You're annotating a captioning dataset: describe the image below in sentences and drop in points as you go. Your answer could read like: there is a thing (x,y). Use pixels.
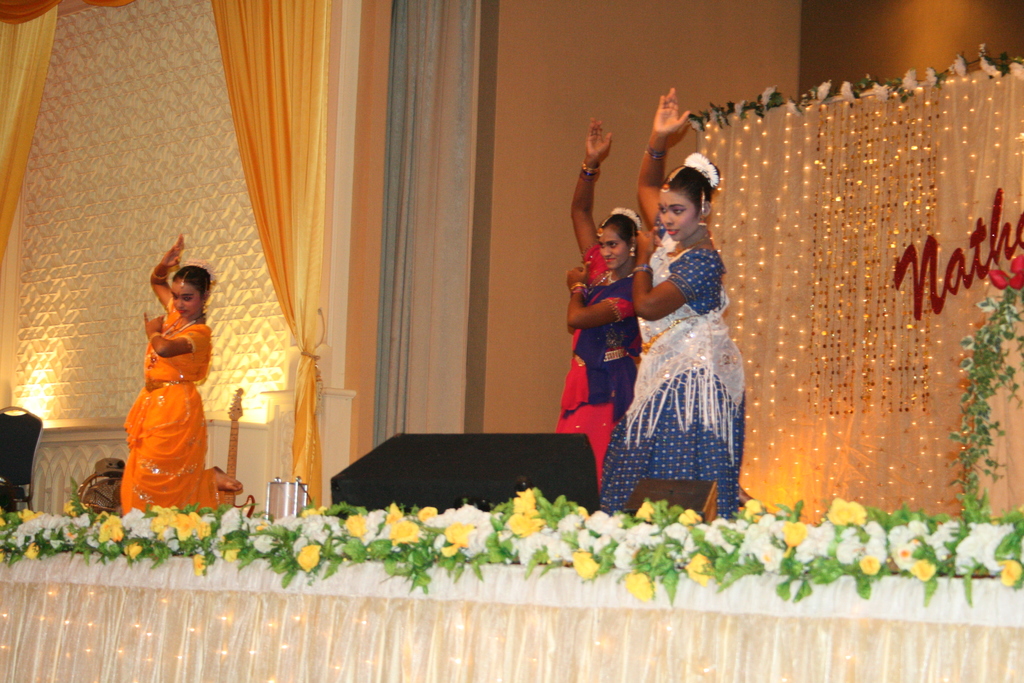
In this image I can see the stage (870,527), on the stage (764,579) I can see few flowers (775,546) which are white and yellow in color, three women (681,264) dancing and a black colored object (543,467). In the background (793,235) I can see the cream colored curtain (804,219), few lights (789,159), the brown colored wall (681,69) and few other objects (415,342).
